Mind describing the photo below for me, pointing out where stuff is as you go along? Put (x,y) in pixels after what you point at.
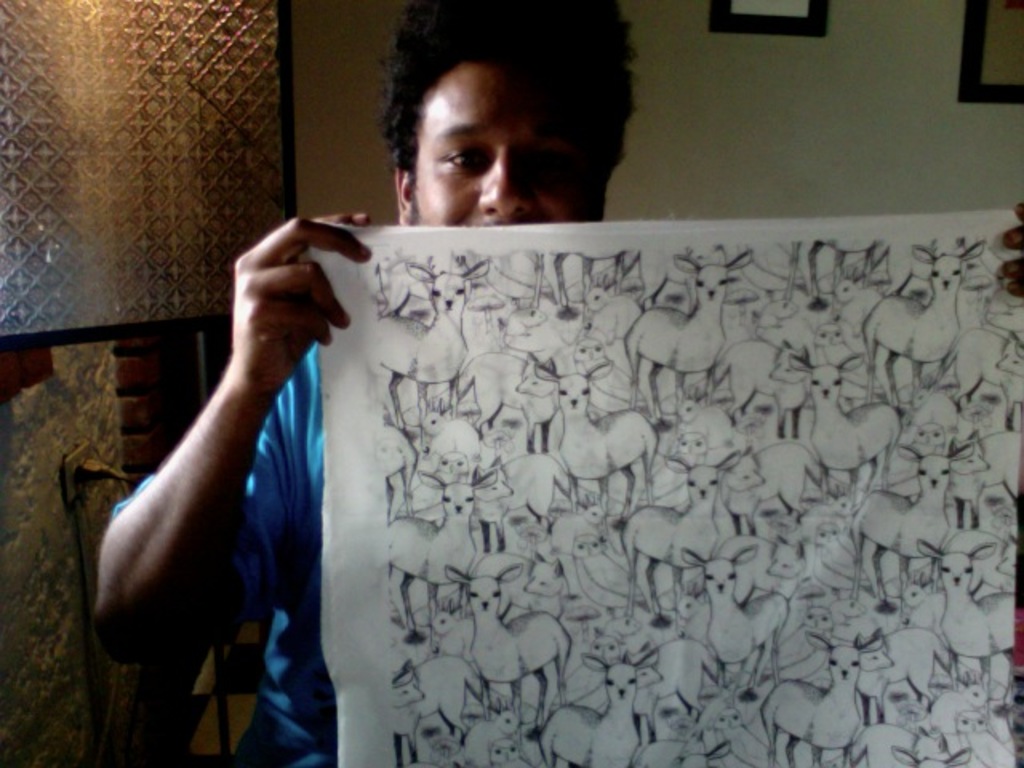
In this picture we can see a person (277,522) holding a cloth (374,301) with his hands (263,351) and on this cloth (513,377) we can see a design (422,420) of animals (706,628) and in the background (819,26) we can see frames (788,7) on the wall (317,167) and a glass object (227,254).
